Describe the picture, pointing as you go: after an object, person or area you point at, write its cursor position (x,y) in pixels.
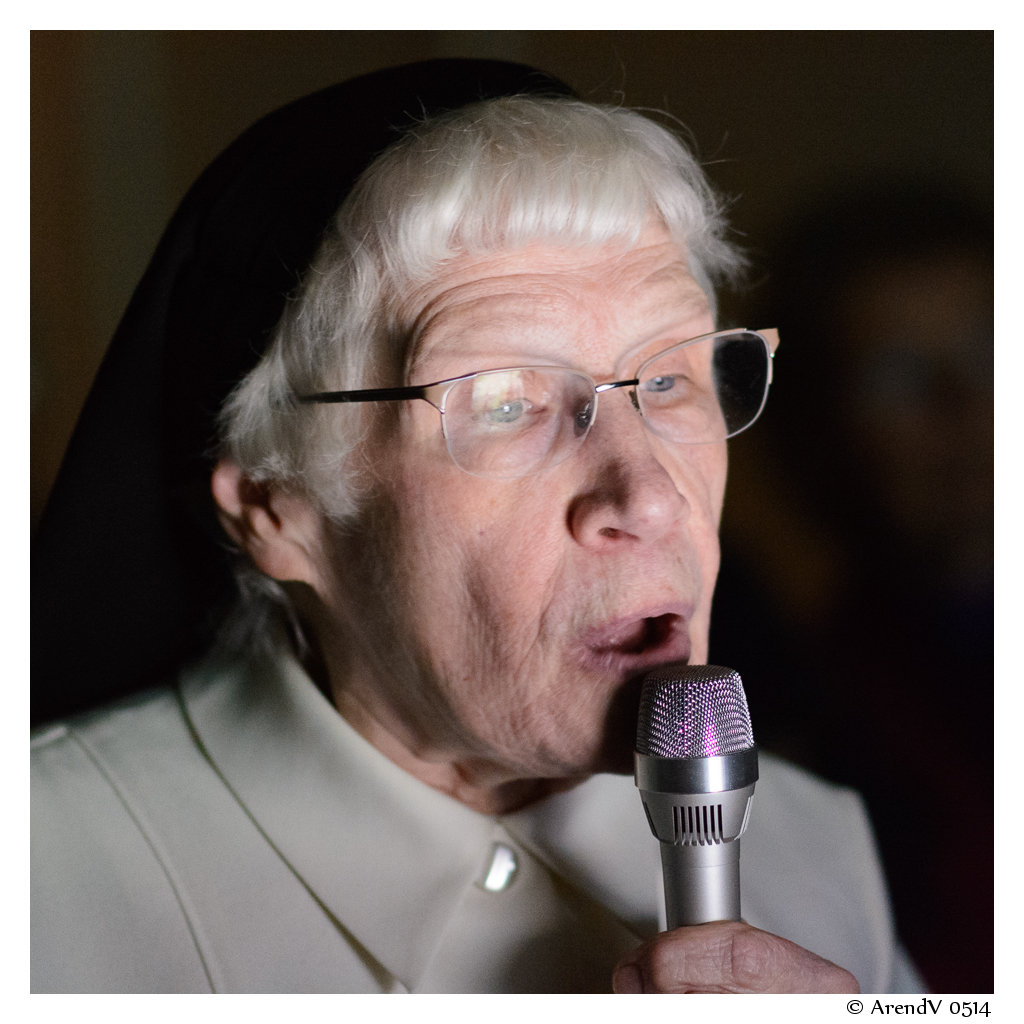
In this image there is a person (528,558) wearing spectacles (745,421) is holding a mike (695,803).
